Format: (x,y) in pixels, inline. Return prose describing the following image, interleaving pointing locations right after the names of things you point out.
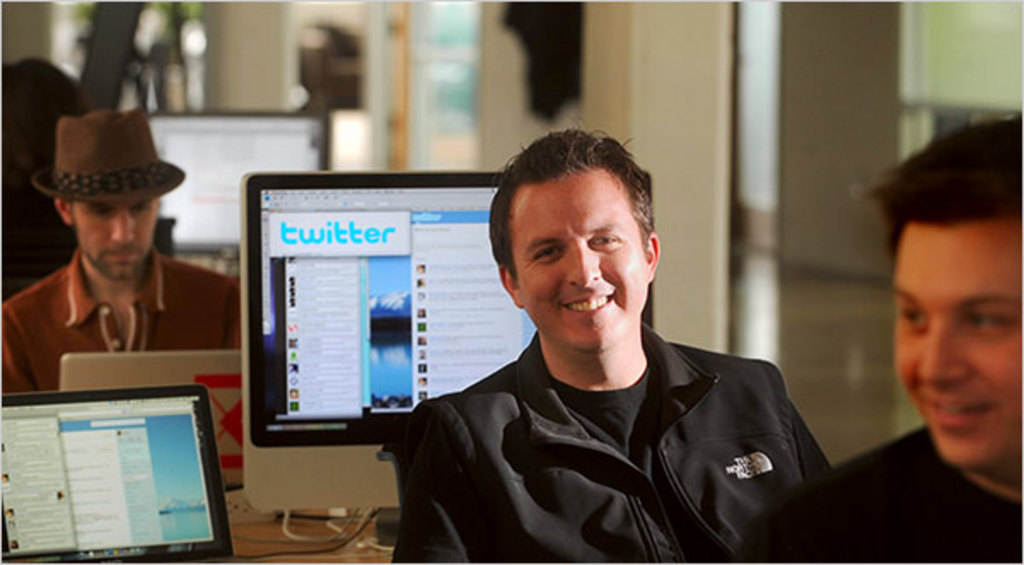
In this image, we can see people (679,460) sitting and smiling and there are monitors (126,430). In the background (113,244), we can see some other people (88,239) and one of them is wearing a hat (150,184) and there is a wall (613,82) and we can see some other objects (559,46).
